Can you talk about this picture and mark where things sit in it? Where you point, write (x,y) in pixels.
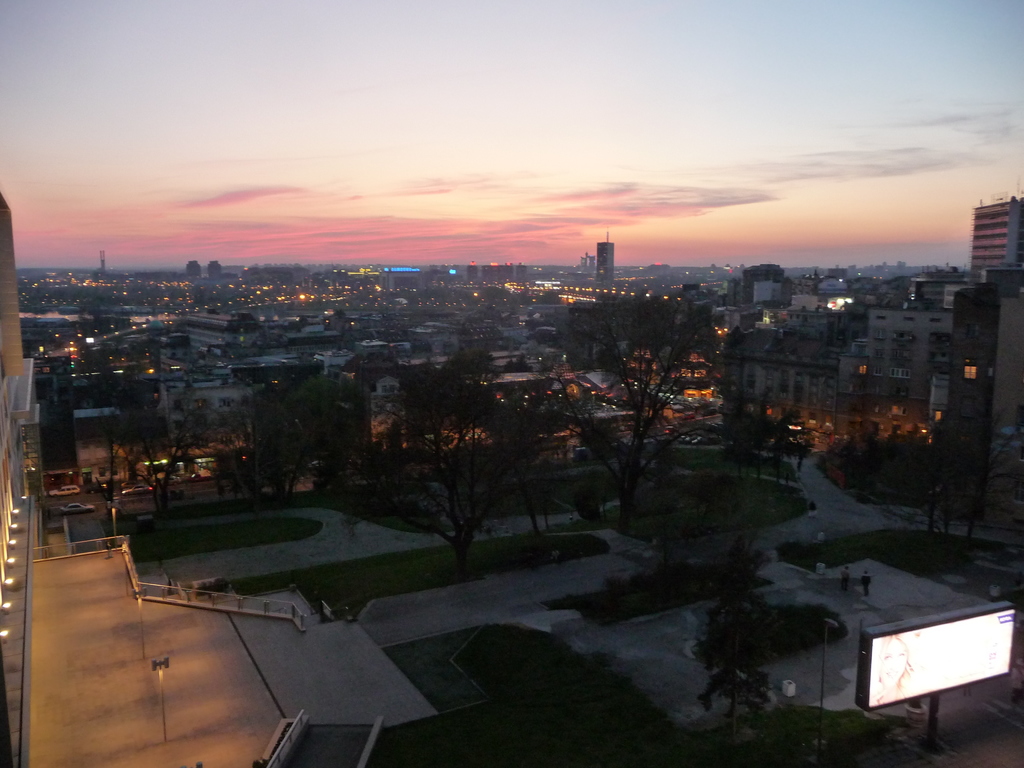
This is the picture of the view of a place where we have some buildings (1011,266), houses (1007,501), trees (760,679), plants (646,485), roads (836,531) and some things (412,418) around.
